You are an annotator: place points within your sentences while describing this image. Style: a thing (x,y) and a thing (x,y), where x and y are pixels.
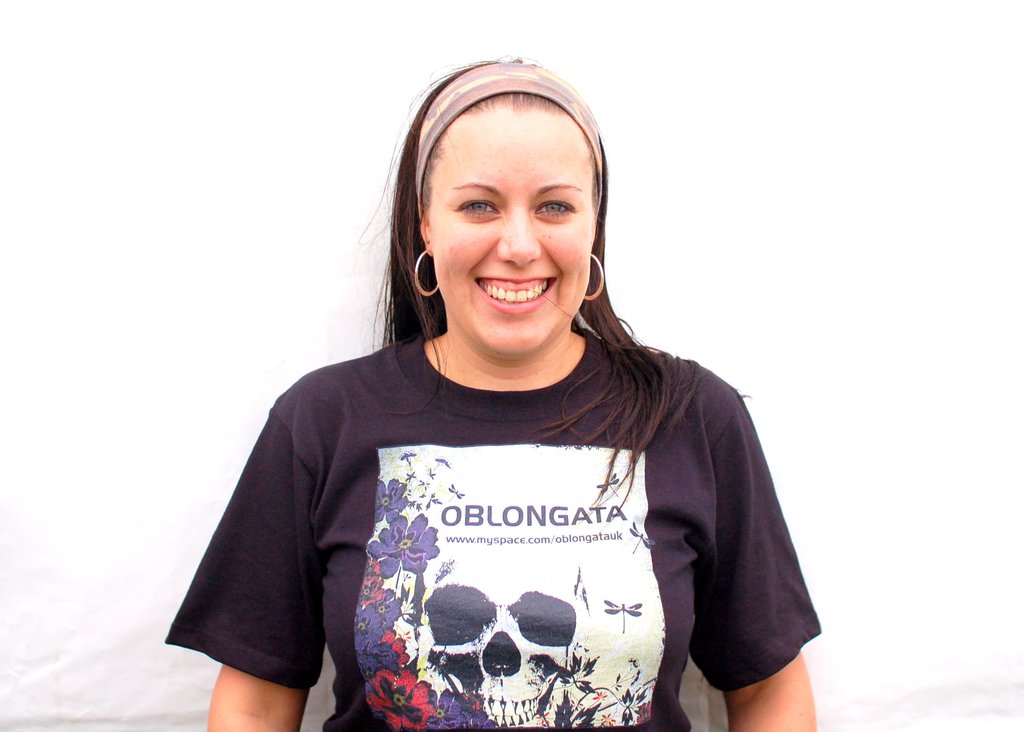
In the picture I can see a woman (440,467) is standing and smiling. The woman (450,507) is wearing a t-shirt (462,562). The background of the image (239,212) is white in color.
